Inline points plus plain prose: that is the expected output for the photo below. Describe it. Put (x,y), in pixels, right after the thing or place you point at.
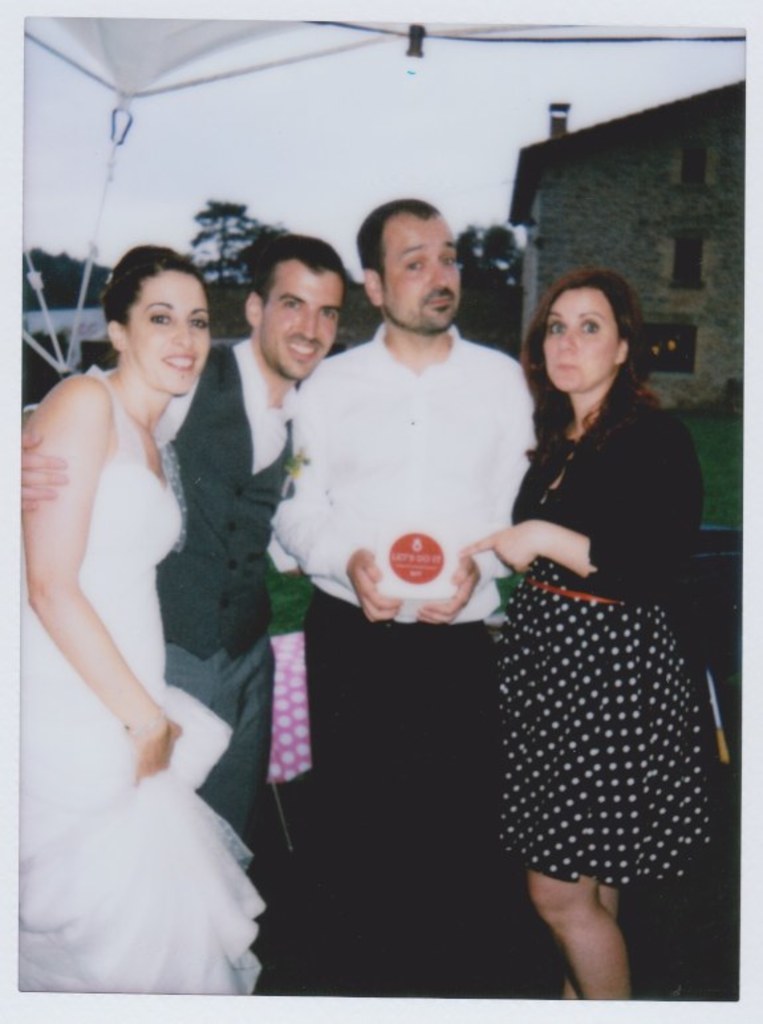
In this image, we can see the photocopy (185,340) of a few people (266,450), a house (616,246), some trees (462,249) and the sky (289,199). We can also see the ground (740,479) with some grass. We can also see the tent (134,60).
